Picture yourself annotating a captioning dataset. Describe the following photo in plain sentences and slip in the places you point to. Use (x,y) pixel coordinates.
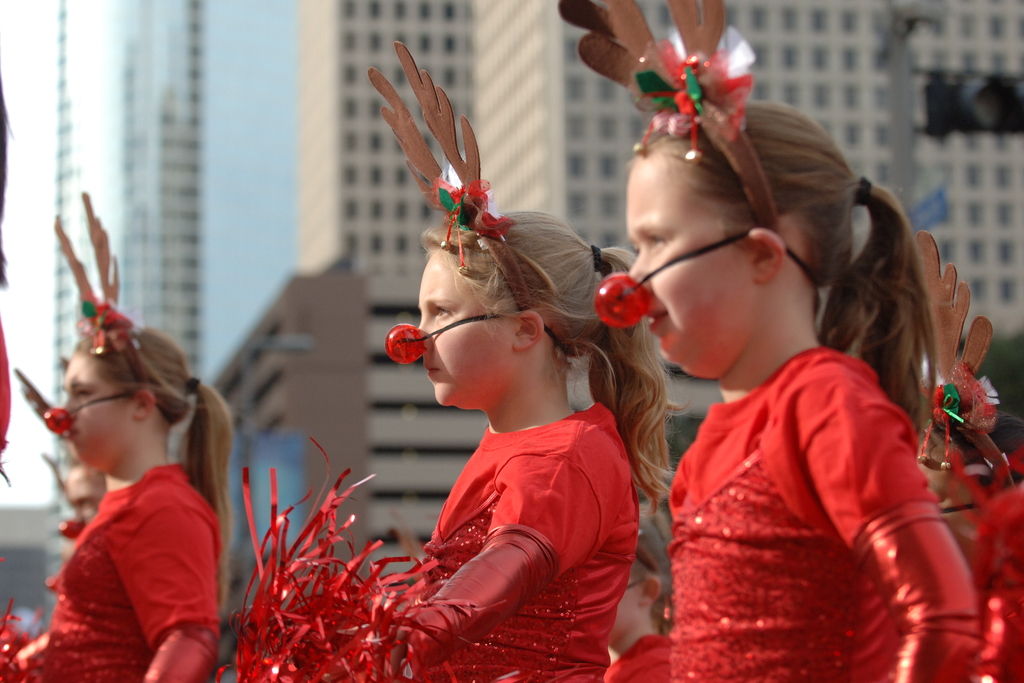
In this image I can see few girls (731,540) wearing red colored dresses (761,573) and few decorative items (616,53). In the background (340,444) I can see few buildings (327,207) and the sky (261,145).
